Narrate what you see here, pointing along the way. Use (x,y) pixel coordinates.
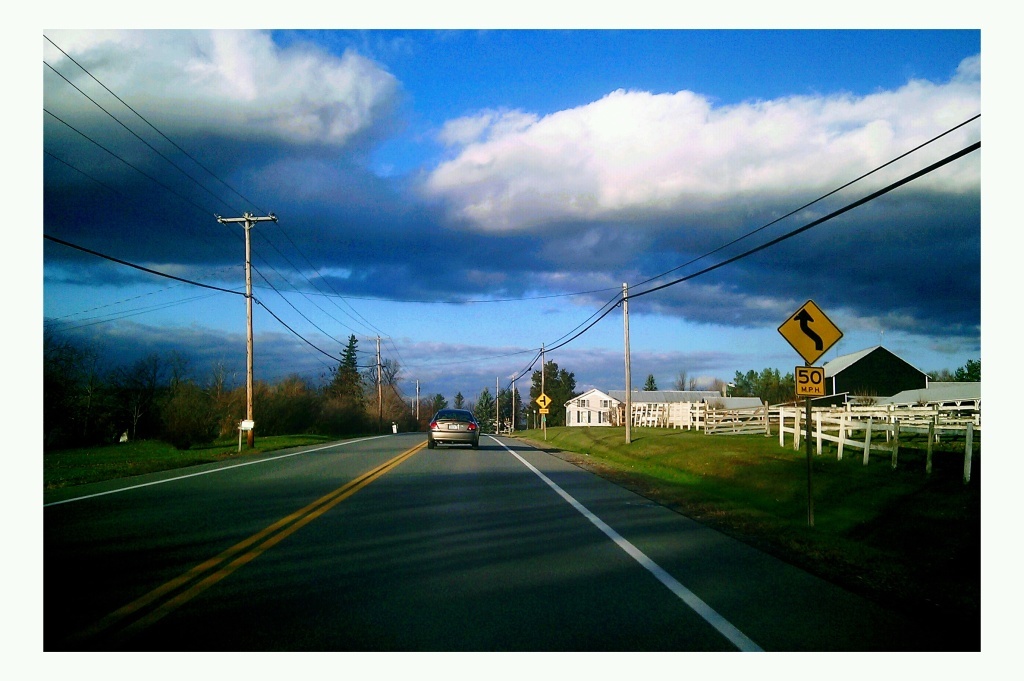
In this picture we can see a vehicle (441,424) on the road (424,453). On the left side of the vehicle (471,437) there are trees (216,396) and electric poles (251,395) with wires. On the right side of the vehicle (465,425) there is the wooden fence (816,430), houses (713,404), grass (829,485), poles (808,400) with sign boards (808,385). Behind the houses (624,405) there is the sky (467,218).
